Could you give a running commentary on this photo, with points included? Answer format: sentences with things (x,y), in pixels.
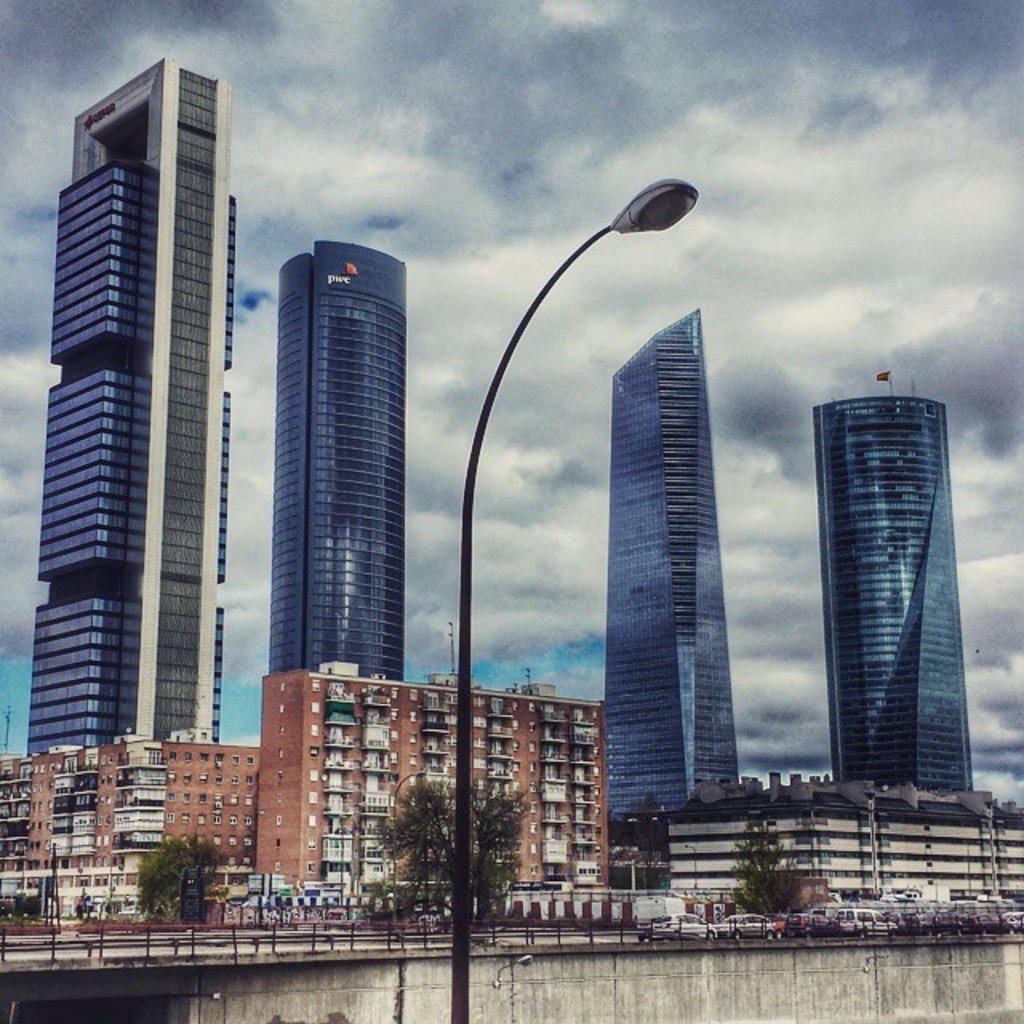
In this image I can see the light pole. In the background (947,928) I can see few vehicles (966,931) on the road (620,934), few buildings (584,823) and the sky (488,178) is blue and white color.
